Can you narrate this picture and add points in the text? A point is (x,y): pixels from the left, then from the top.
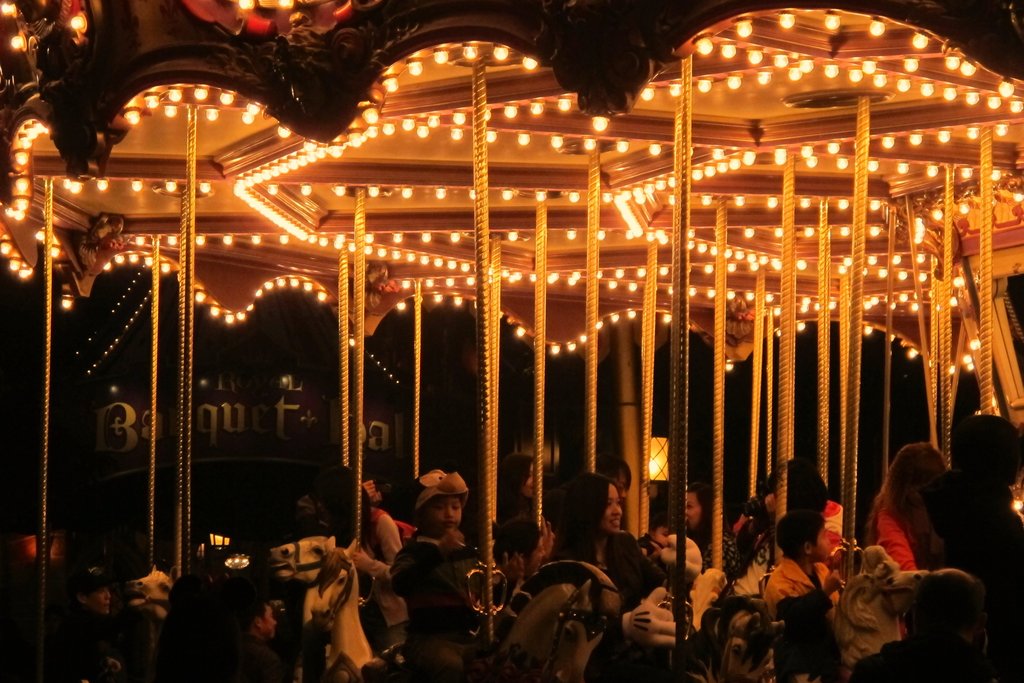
In this image I can see carousel (583,212). At the top of it there are some lights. At the bottom (440,616) there are few children (453,596) playing on it. This is an image clicked in the dark.
